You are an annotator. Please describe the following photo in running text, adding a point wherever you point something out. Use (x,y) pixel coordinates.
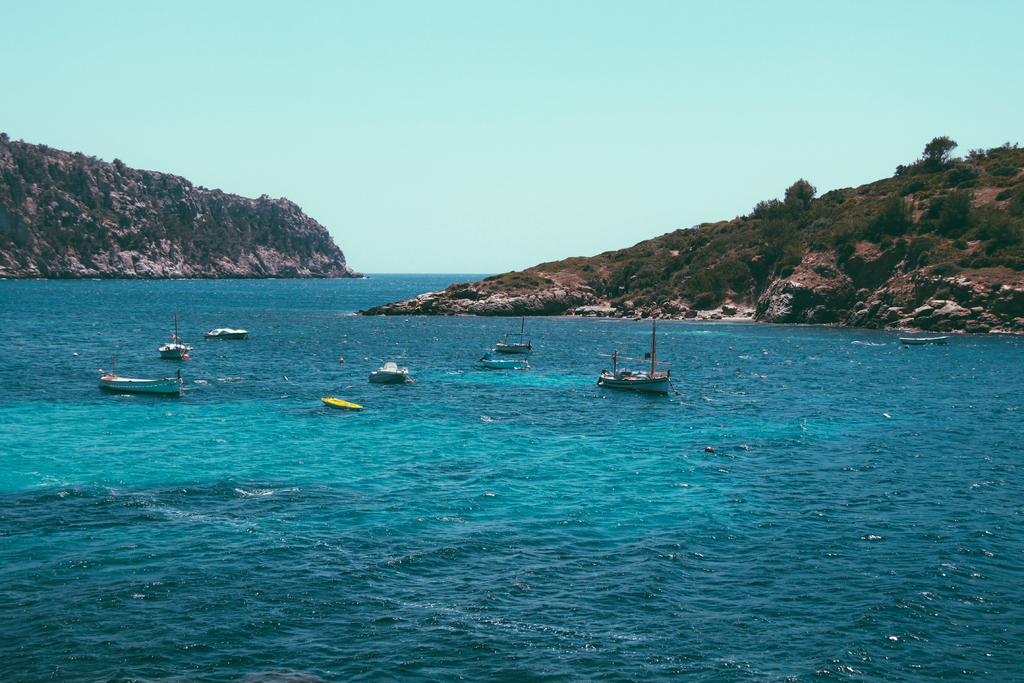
In this picture I can see there are few boats (170,343) sailing on the water (518,426) and there are two mountains (176,257) here, they are covered with trees (748,246) and plants (635,274) and the sky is clear.
